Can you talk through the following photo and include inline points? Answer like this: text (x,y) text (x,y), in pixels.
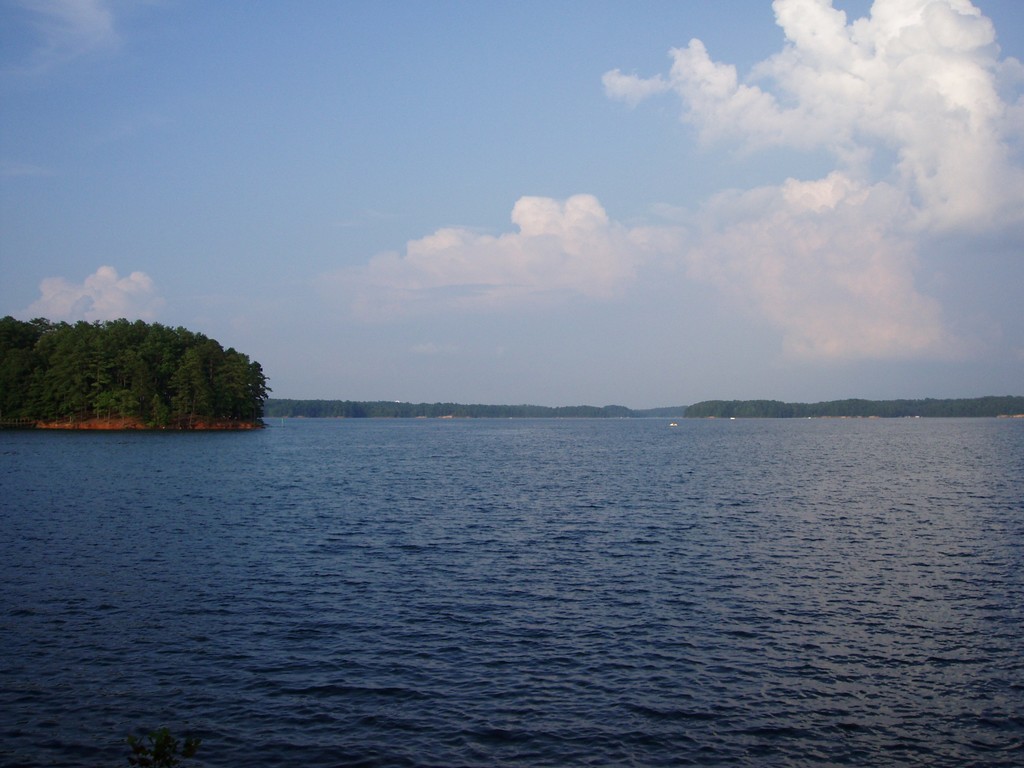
In this image we can see there is a river (533,605). At the center of the image (358,412) there are some trees (100,385). In the background (472,217) there is a sky (463,216).
